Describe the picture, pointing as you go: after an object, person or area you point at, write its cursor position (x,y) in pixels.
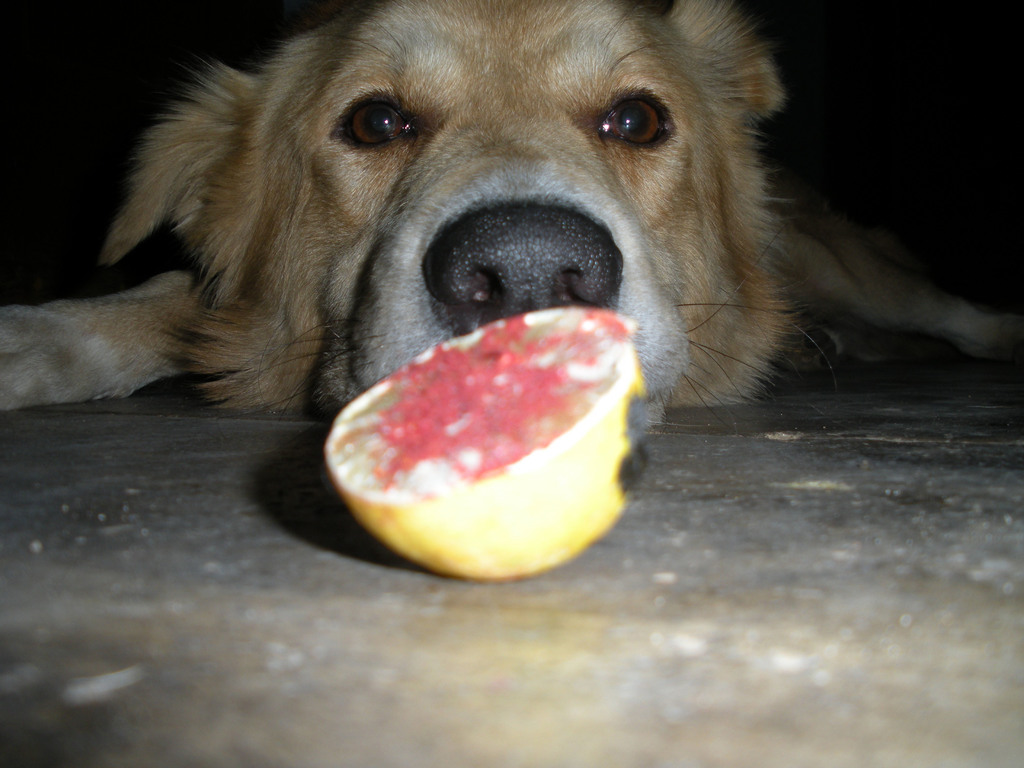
In the center of the image (487,326) we can see a dog (520,260) and fruit (518,429) are there. At the bottom of the image (583,636) floor (591,600) is present.
